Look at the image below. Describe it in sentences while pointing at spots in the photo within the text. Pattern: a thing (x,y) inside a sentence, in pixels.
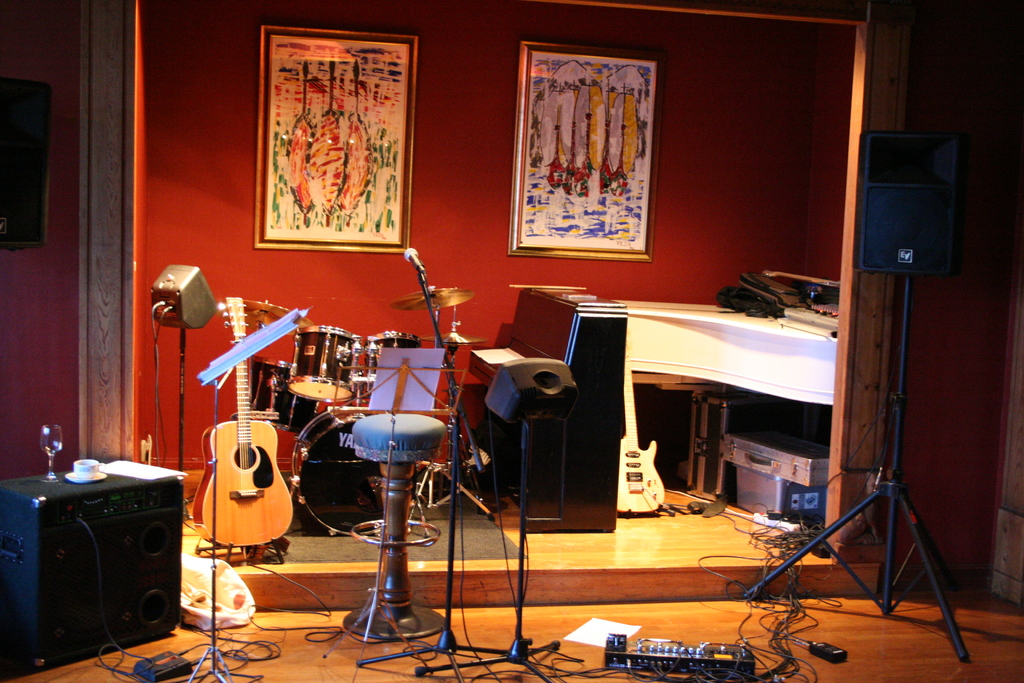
These are the two frames (343,157) attached to the wall (468,155). There are two guitars (640,479), drums (312,368), piano (605,366) placed on the floor (618,546). This is a wine glass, cup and saucer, paper (115,469) placed above the speaker (134,527). This looks like a stool (402,544). These are the cables (763,540) and electronic devices (744,655). This is another speaker (908,233) which is black in color. This is a table (697,326) with few objects (767,314) on it.
